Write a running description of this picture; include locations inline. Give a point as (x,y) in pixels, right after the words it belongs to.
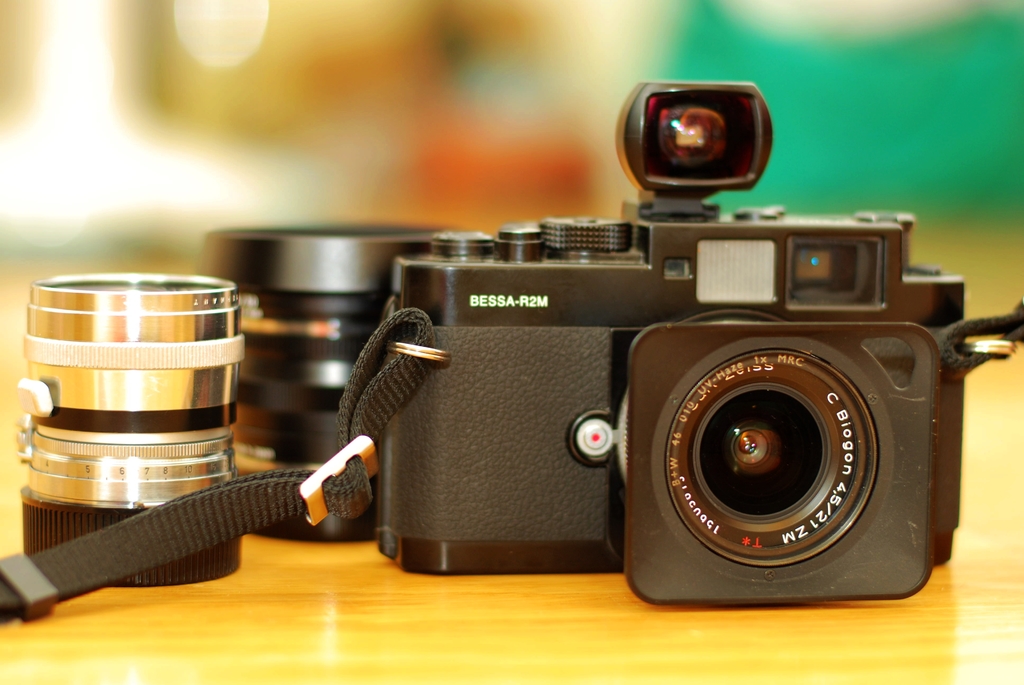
In this picture, we see a camera (767,429) in black color. Beside that, we see the lens (129,404) of the camera (399,495). All these objects (320,410) are placed on the table (442,624). In the background (482,120), it is blurred.
